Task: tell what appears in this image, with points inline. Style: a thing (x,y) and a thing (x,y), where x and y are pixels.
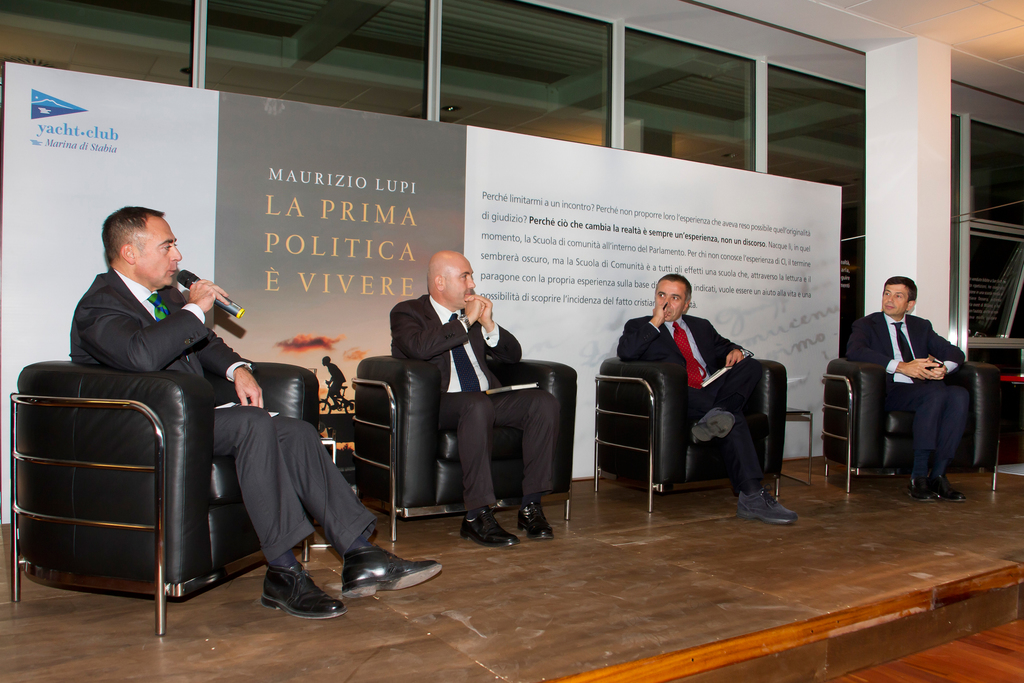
In the picture I can see 4 men (639,352) are sitting on chairs (393,399) and wearing suits (726,397). The man (260,424) on the left side (279,454) is holding a microphone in the hand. In the background (424,169) I can see a board (450,217) which has a logo (50,127) and something written on it. I can also see a framed glass wall (543,97) in the background (581,123).
